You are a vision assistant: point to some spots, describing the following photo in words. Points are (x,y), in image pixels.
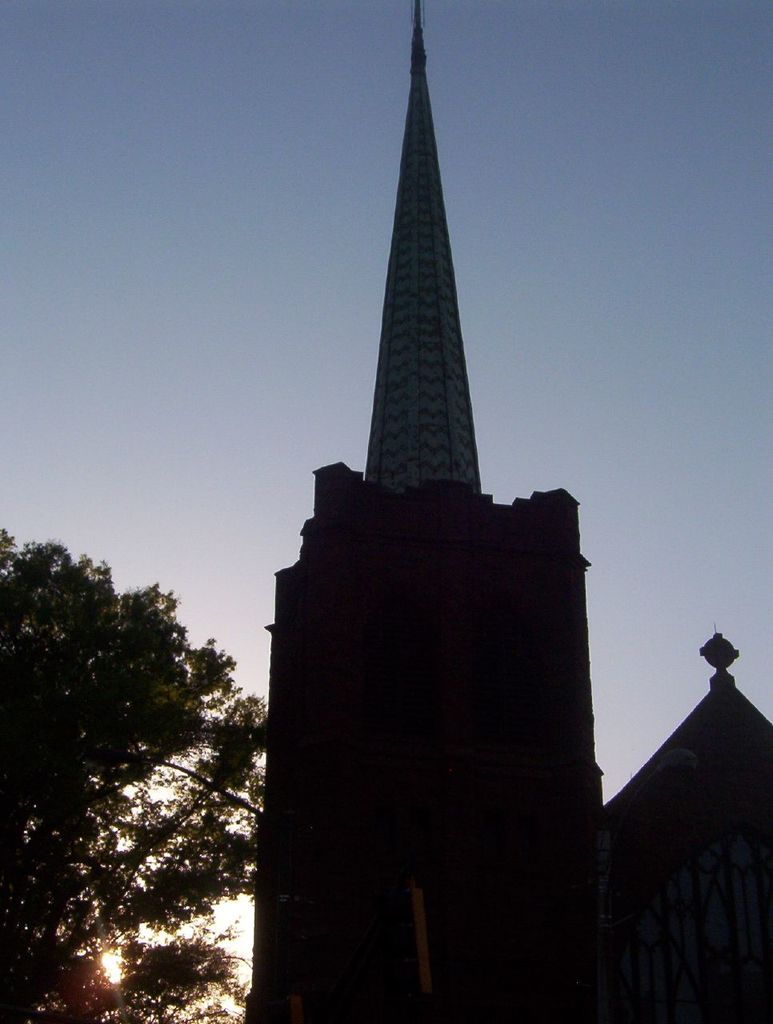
In this picture I can see a building (360,732) and trees (201,848) on the left side (153,730) and I can see blue sky (498,207).
